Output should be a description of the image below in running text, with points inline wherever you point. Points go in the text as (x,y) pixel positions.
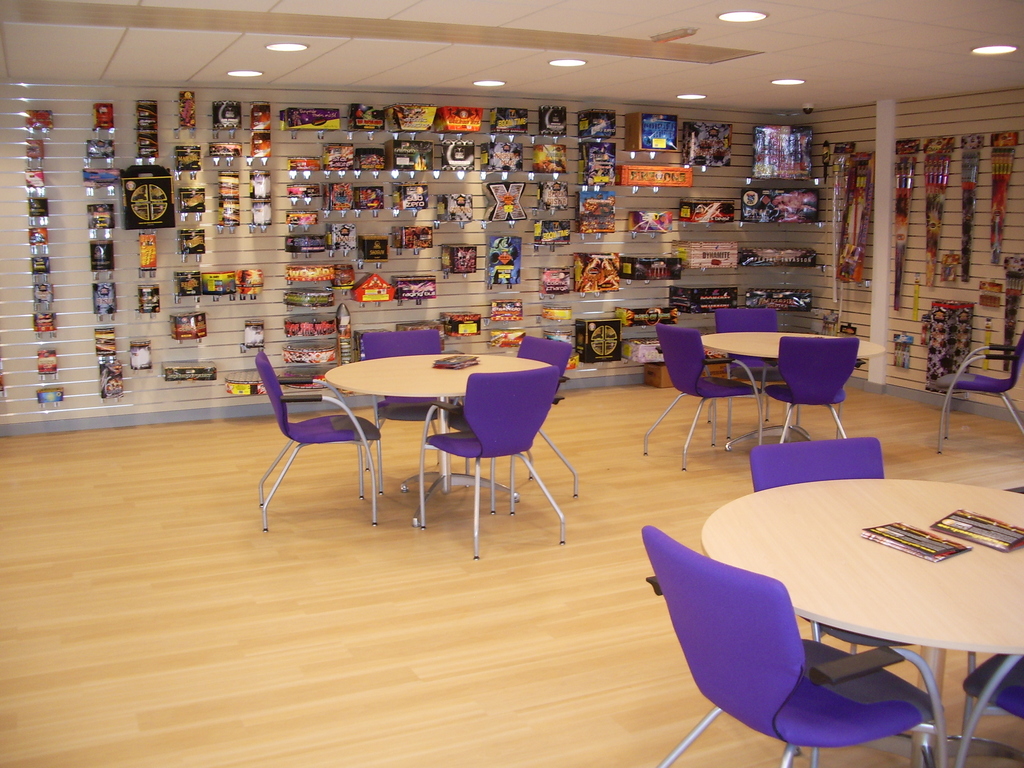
In this picture there are tables (502,365) surrounded by the chairs (415,417) which are in purple color. On some tables (948,610), there are some objects (944,546). To the wall (103,200), there are some objects (994,284) hanged to the rods (356,172). On the top (453,66), there is a ceiling (618,67) with lights (797,82).
